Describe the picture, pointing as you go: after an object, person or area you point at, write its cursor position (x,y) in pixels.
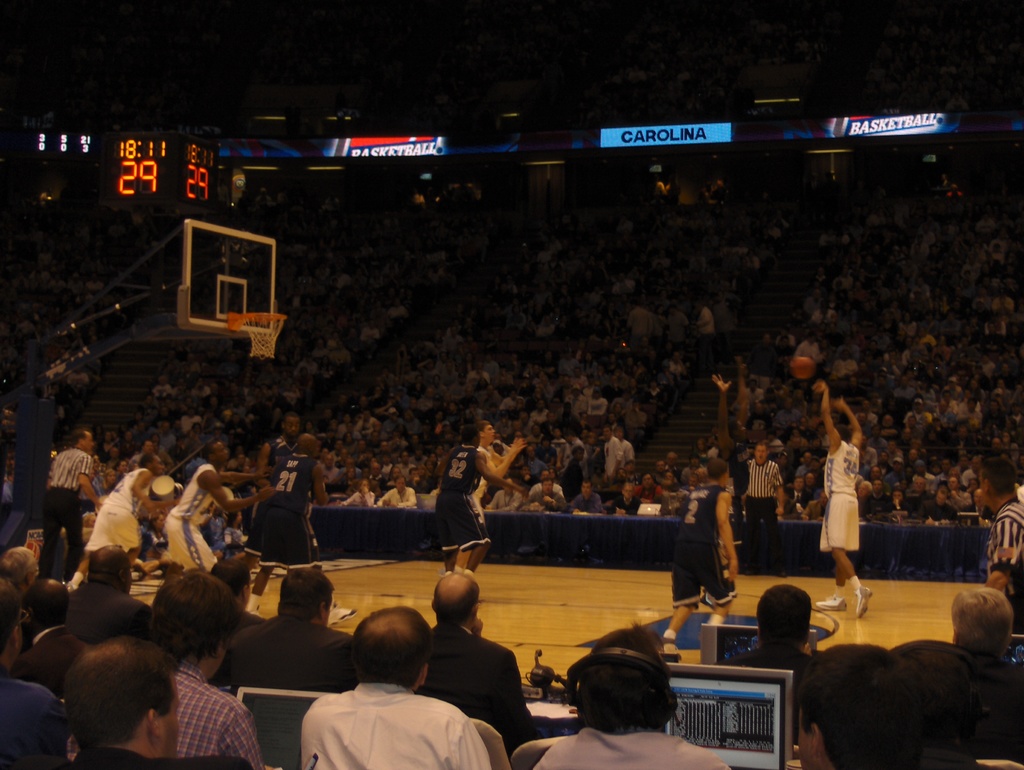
In this image there are some persons (392,618) sitting in the bottom of this image (465,701) and there are some persons (208,492) are playing basketball as we can see in middle of this image (459,499) and there is a basketball net (234,322) on the top left side of this image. There is a crowd (633,441) is in middle of this image (540,318) and there are some display boards (335,145) on the top of this image (893,128).
